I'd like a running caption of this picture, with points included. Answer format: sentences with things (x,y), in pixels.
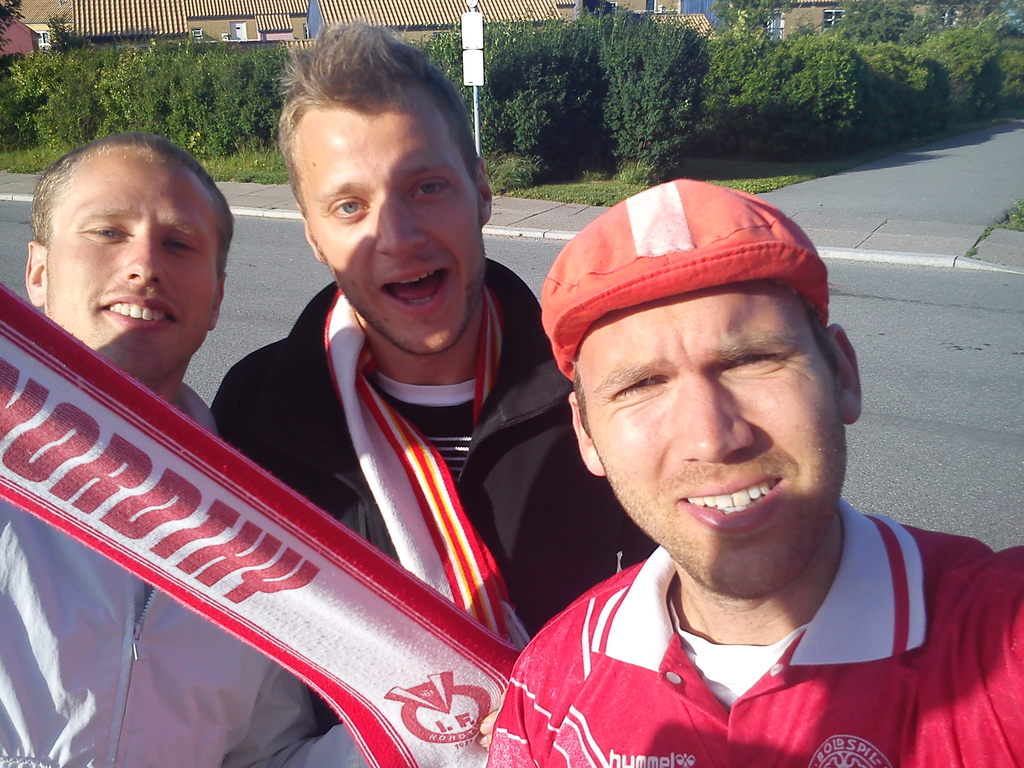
In this picture we can see few people (329,492) are on the road (866,485) and taking picture, behind we can see some trees (629,147) and houses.
